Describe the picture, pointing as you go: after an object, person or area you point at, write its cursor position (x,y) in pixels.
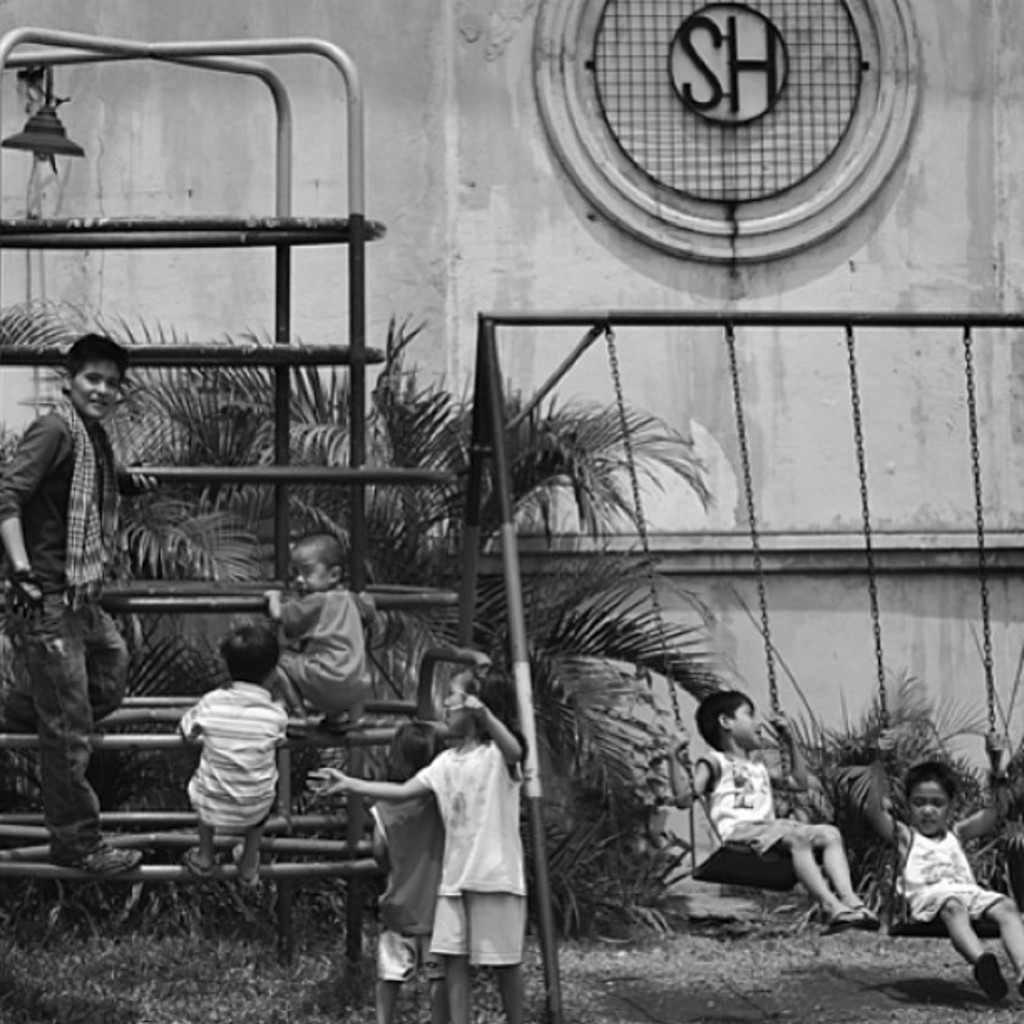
This is a black and white image, we can see there are two kids (828,847) sitting on a swing seat (707,867), and there are some other persons (78,750) on the left side of this image (190,729). There are some plants (546,796) present beside to these persons (321,674), and there is a wall (511,263) in the background (662,331).
